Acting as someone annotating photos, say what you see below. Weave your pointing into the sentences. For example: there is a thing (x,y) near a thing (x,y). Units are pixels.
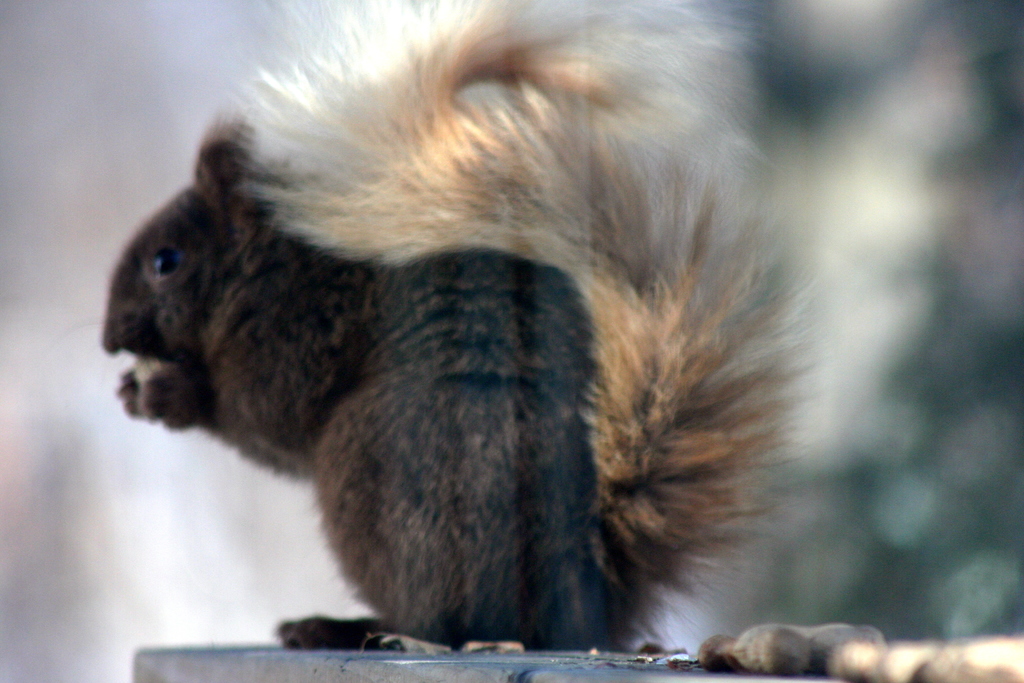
In this image we can see a squirrel (501,617) on the surface (364,678) holding a nut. At the bottom right (919,676) we can see some nuts (867,664).
